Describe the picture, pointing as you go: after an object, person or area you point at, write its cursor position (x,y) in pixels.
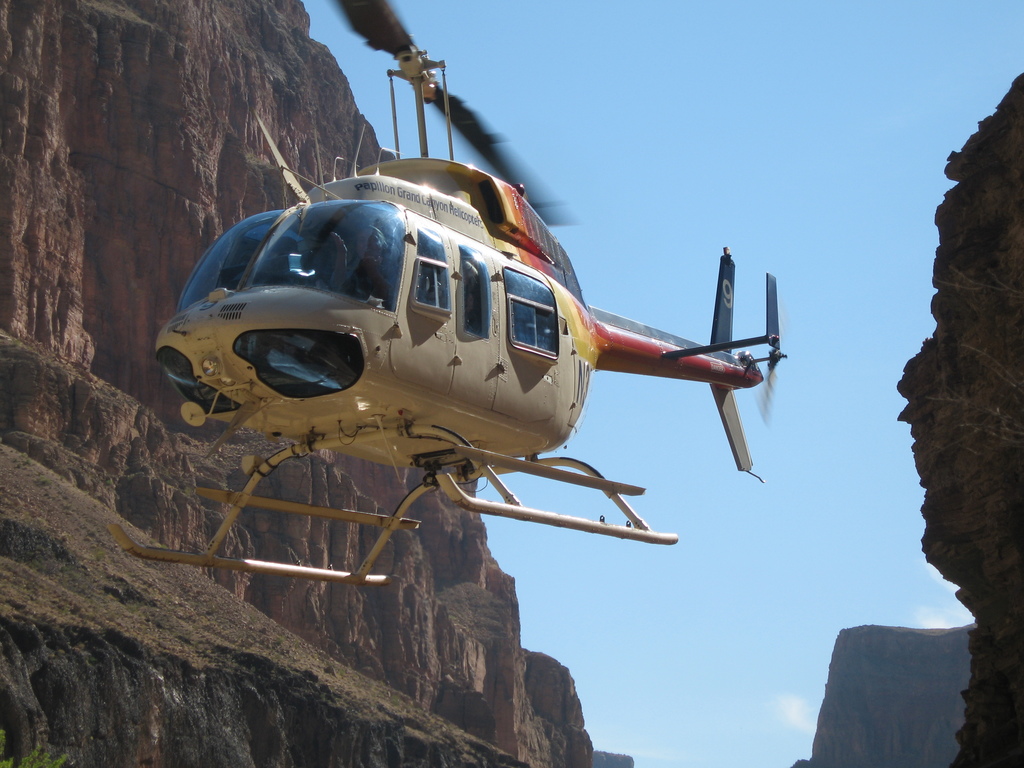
In the center of the image (377,279) there is a helicopter (396,357) in the air (540,579). On both right and left side of the image (180,164) there are rocks (216,96). In the background of the image (686,73) there is sky (724,77).
